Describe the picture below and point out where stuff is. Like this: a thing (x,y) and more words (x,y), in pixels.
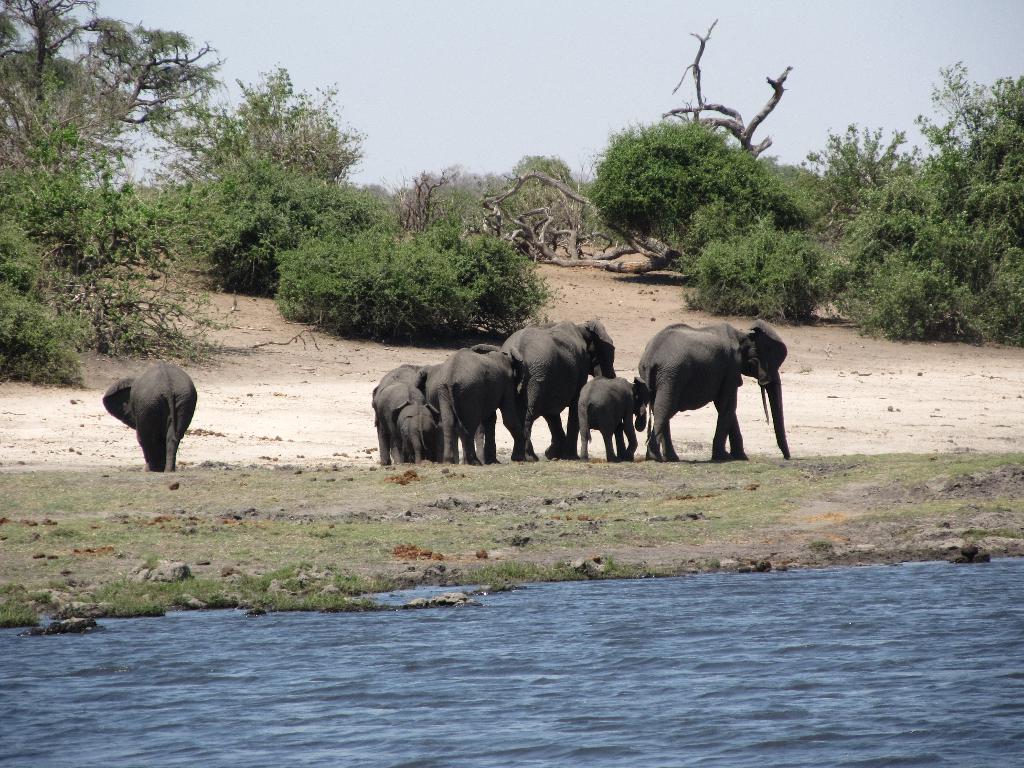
This image consists of elephants (486,381). At the bottom (279,605), there is green grass (53,574) on the ground (700,500). And we can see water (267,730). In the background (574,240), there are many trees (474,253). At the top (397,99), there is sky (363,120).
